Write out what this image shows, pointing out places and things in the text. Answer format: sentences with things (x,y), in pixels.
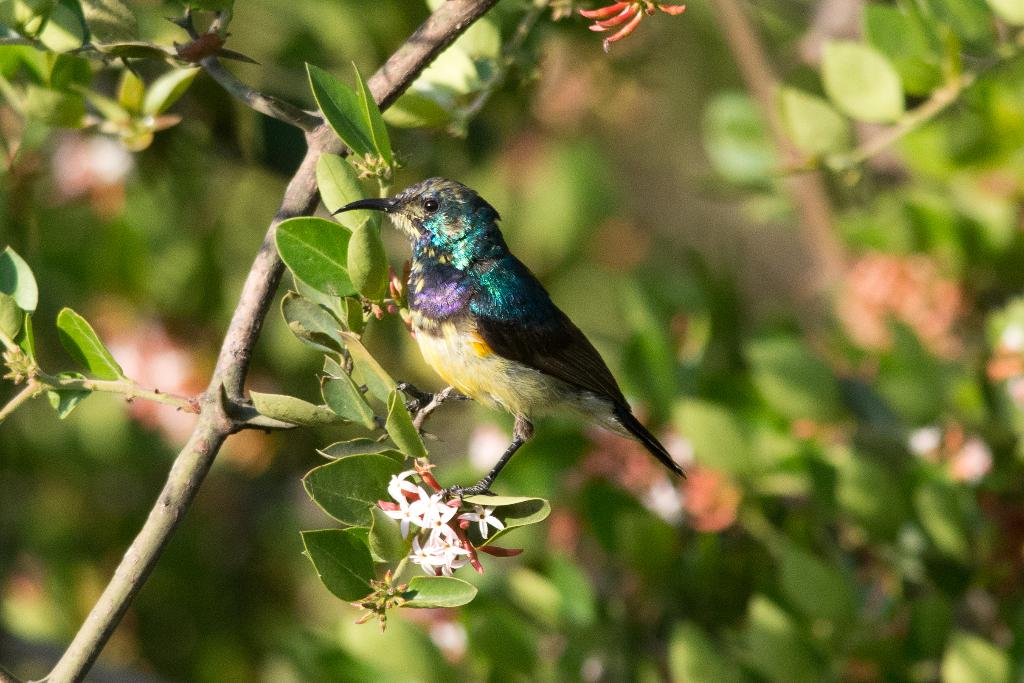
In this image, in the middle (472,318), we can see a bird (530,321) standing on the tree stem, we can also see a few flowers (446,527) which are in white color. In the background (958,79), we can see some trees (42,544).
